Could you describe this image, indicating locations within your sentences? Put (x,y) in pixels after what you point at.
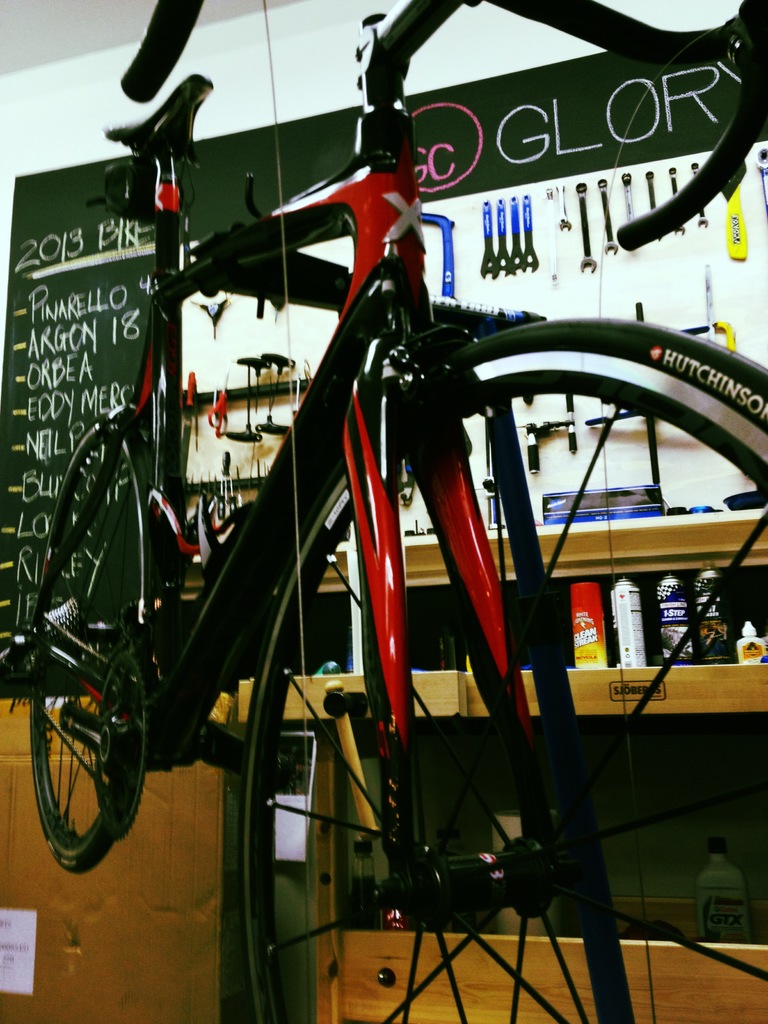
Here I can see a bicycle (153,671), behind there is a table (321,692) on which few bottles (632,655) and some other objects (419,671) are placed. In the background (434,226) there is a wall (621,216) on which some tools (553,220) are hanging. On the left side (77,352) there is a blackboard (38,216) attached to the wall (60,124). On the board (56,366), I can see some text (51,360).
